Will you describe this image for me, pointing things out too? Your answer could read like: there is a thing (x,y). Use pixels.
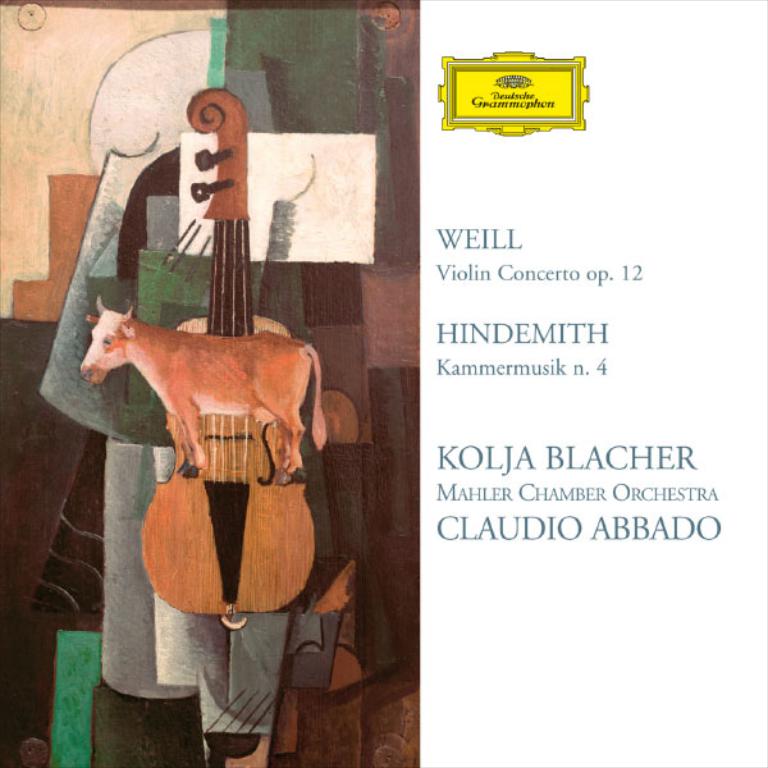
On the left side of the image (240,342) we can see the depiction of an animal (231,390), violin (236,429), board (263,238) and also some objects (268,712). On the right (545,330) we can see the text (548,280).
